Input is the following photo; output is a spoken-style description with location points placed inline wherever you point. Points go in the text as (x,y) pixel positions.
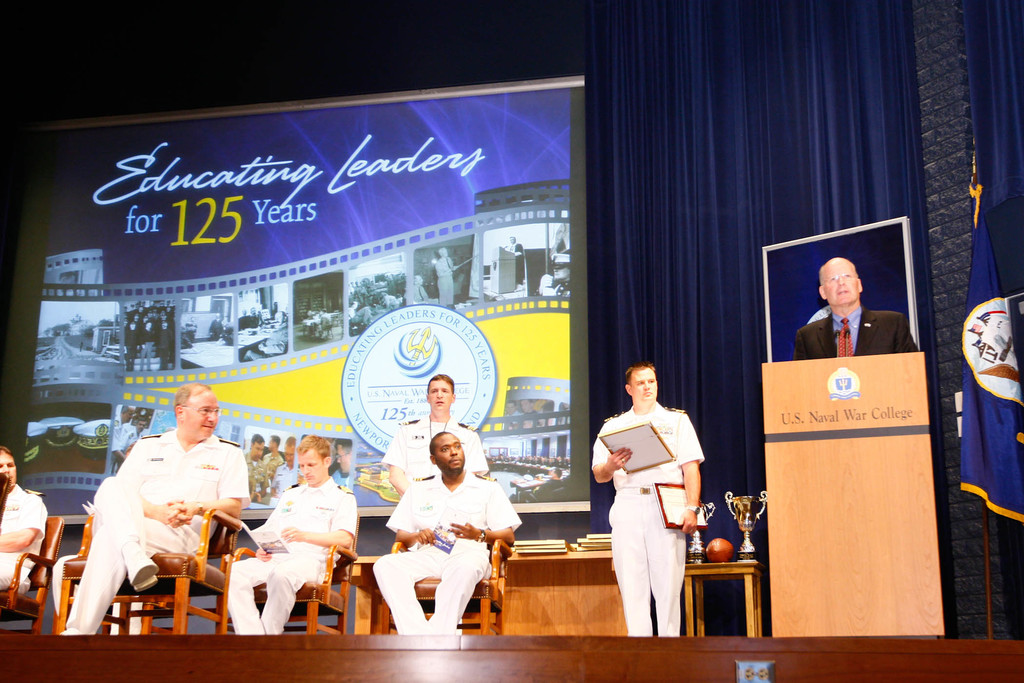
In this image we can see some persons (615,496), chairs (58,523), podium (772,547) and other objects (695,523). In the background of the image (291,197) there is a banner (66,343), awards (747,506), books (550,542), tables (542,565), curtain (730,414), flag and other objects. At the bottom of the image (391,637) there is a wooden texture (951,644).
